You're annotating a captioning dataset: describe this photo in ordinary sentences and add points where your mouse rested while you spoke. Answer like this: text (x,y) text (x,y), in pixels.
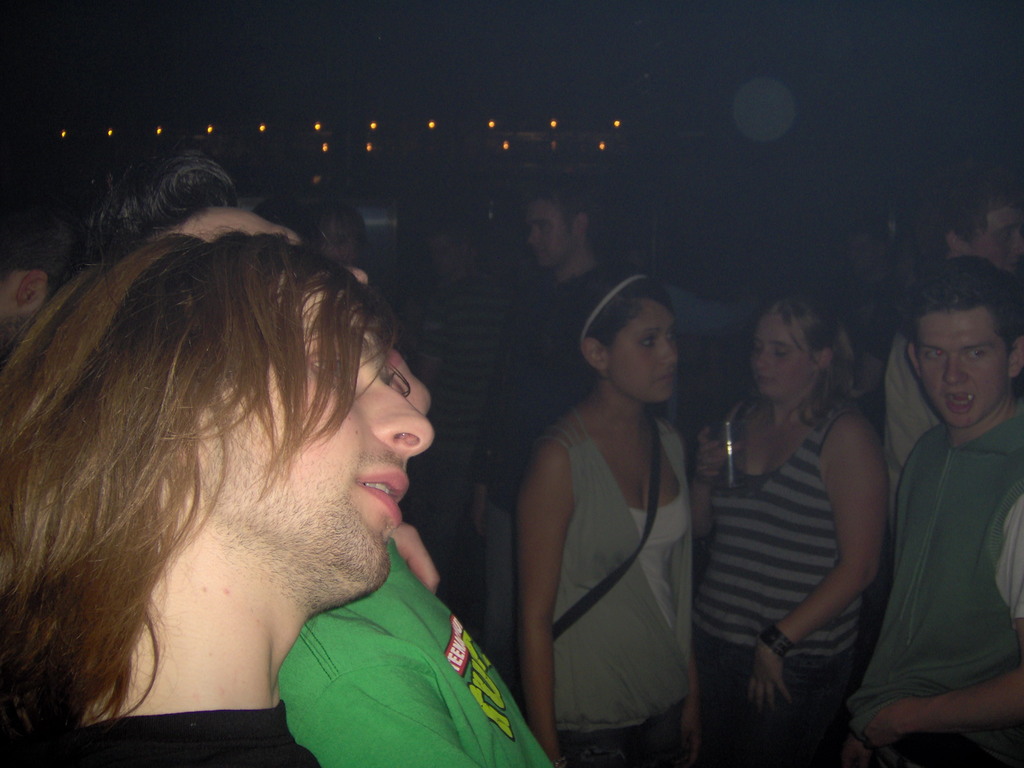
In this picture we can see there is a group of people (351,425) standing. Behind the people (294,264), there is the dark background (561,143).
